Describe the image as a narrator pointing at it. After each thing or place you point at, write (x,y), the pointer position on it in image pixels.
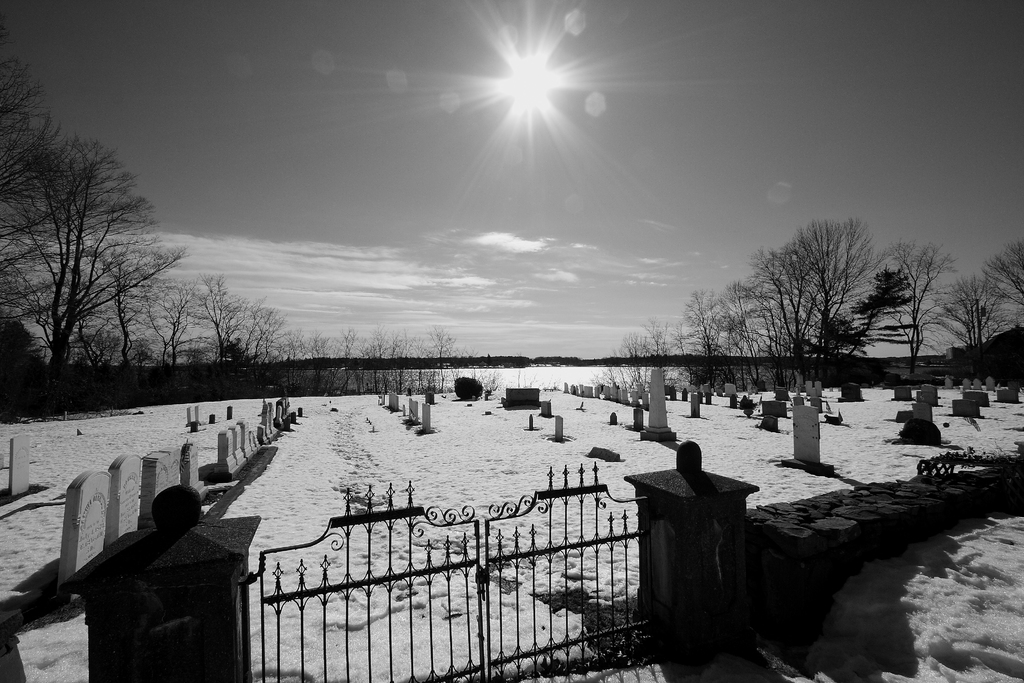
There is a cemetery (630,482) in the foreground area of the image (330,464), there are trees (700,310), water (551,378) and sun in the sky (489,174) in the background (534,153).
